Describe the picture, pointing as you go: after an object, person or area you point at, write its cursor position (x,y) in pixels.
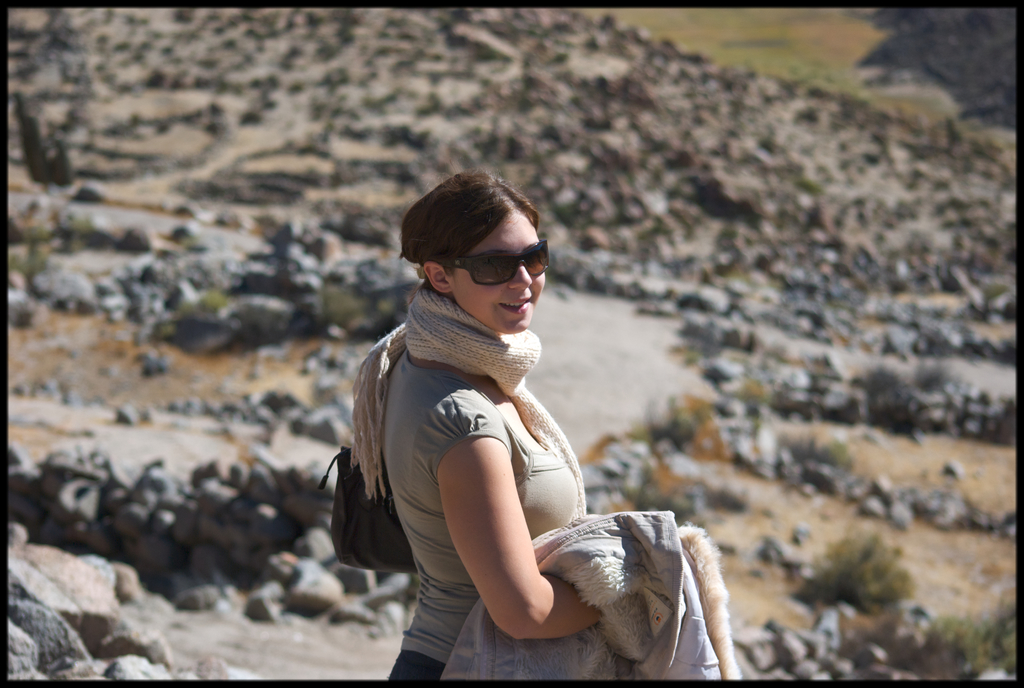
Here in this picture we can see a woman (414,392) standing over a place and we can see she is carrying a jacket (607,623) in her hand (536,622) and wearing scarf (428,338) and carrying a hand bag (344,509) with her and she is smiling and wearing goggles (545,245) and on the ground (243,467) we can see stones (246,305) present and we can also see grass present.
